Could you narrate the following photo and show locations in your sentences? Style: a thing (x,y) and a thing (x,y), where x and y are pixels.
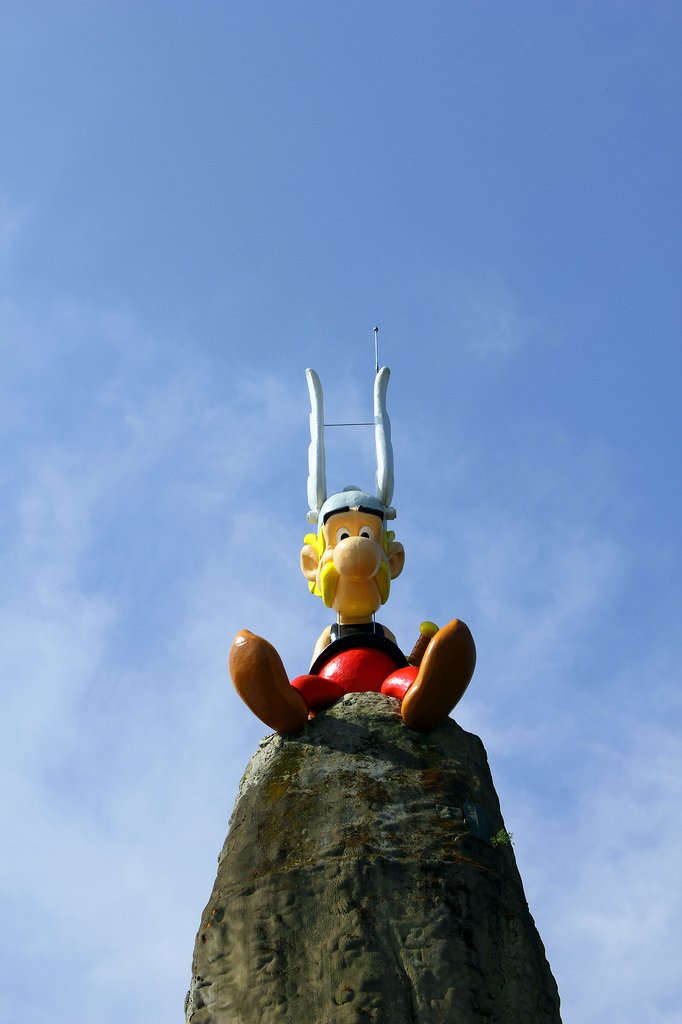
It is a toy (390,636) in the shape of a man (359,634) on a rock (350,751). At the top (259,242) it's a blue color sky (330,281).
